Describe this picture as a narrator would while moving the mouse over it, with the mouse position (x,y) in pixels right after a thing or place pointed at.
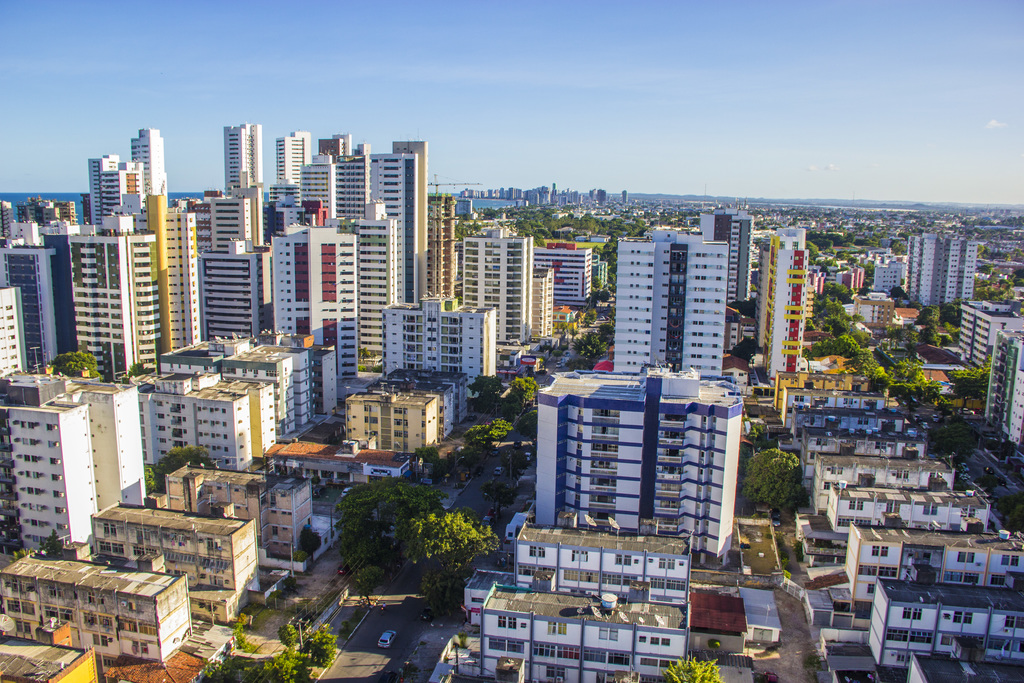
As we can see in the image there are buildings (430,345), trees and on the top (452,67) there is sky (420,58).
